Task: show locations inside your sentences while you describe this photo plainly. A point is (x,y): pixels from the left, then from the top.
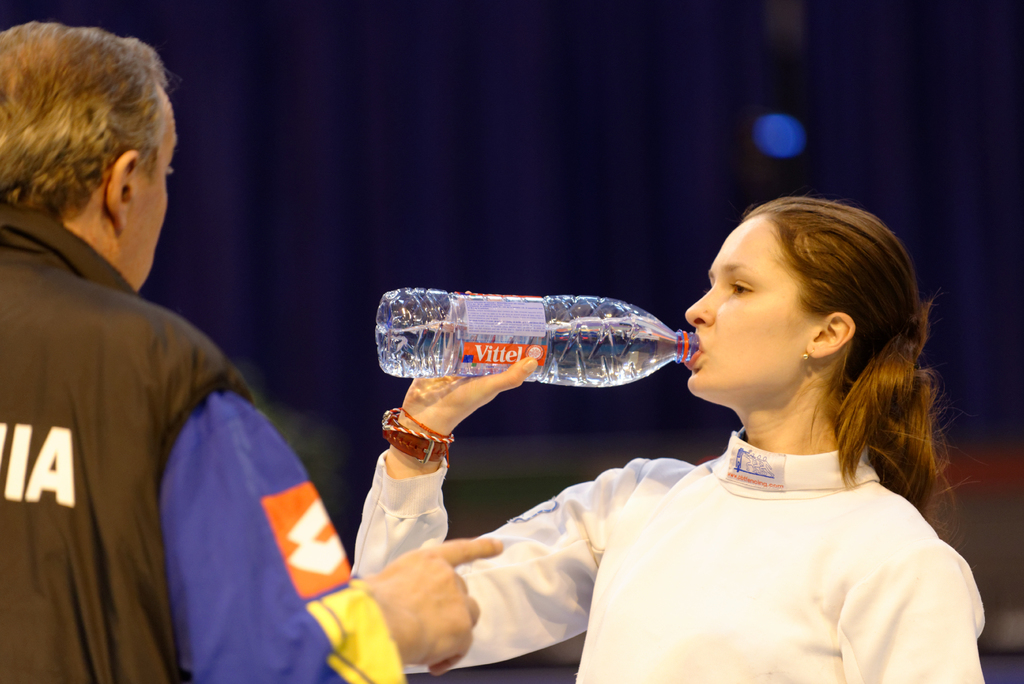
On the right of this picture (780,457) there is a woman (821,484) wearing white color t-shirt (734,566), standing and drinking water (601,356) from the water bottle (488,331). On the left corner (109,352) there is a person (175,421) standing. In the background (329,125) we can see the curtain (443,100) and a light (765,135).
